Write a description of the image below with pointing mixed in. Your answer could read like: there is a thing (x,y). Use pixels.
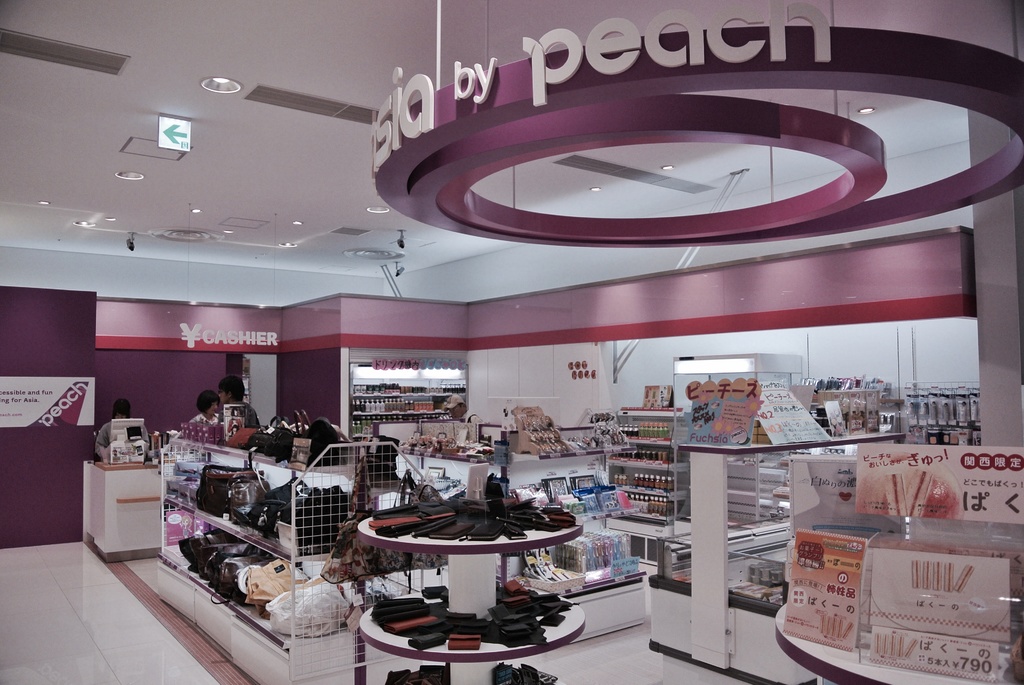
This image is clicked in a shop (395,373). In the front (513,519), we can see the wallets (536,602) kept in the rack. Beside that, there are handbags (218,580). At the bottom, there is a floor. In the background (864,403), there are many things (883,407). On the left (120,477), we can see a bill counter (123,465) near which there are three persons (207,401) standing. At the top (74,150), there is a roof (209,128).
